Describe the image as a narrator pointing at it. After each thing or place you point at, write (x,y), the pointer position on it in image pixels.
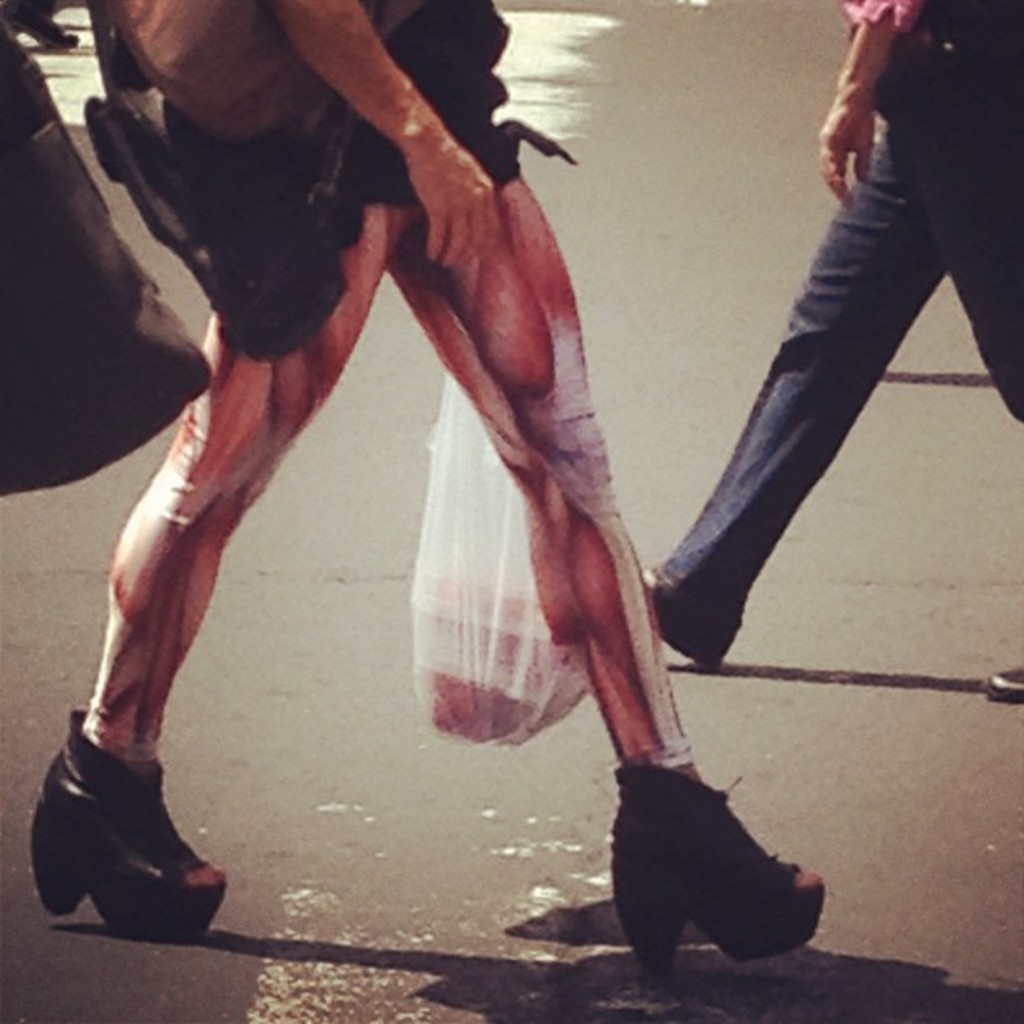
In this picture there is a man (664,867) in the center of the image (641,601).
